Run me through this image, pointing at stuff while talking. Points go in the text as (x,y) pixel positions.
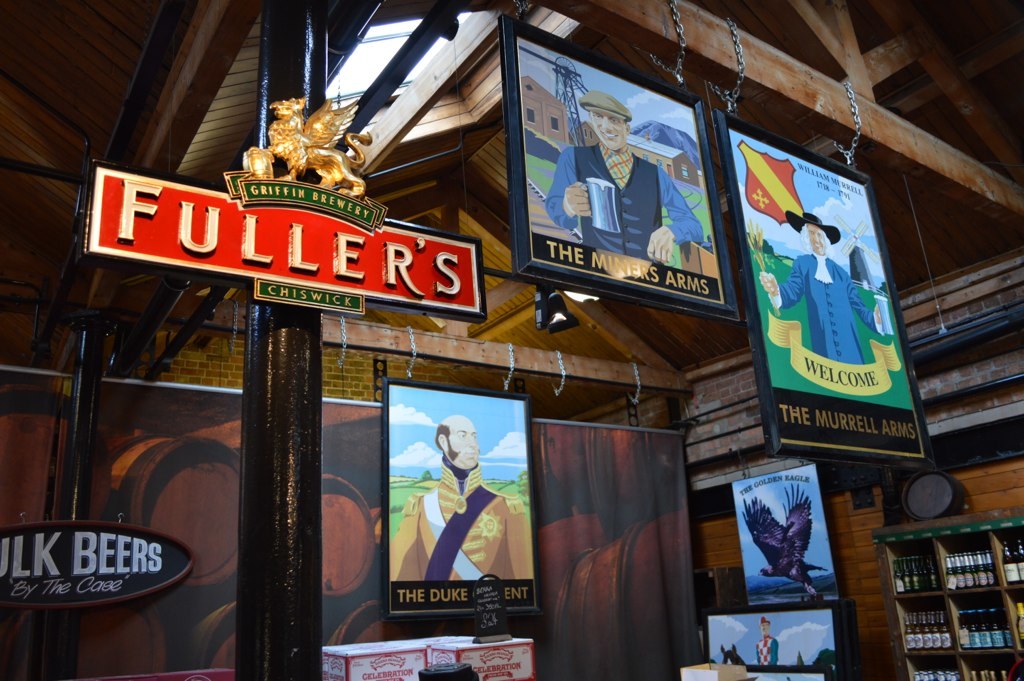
In this image there is a wooden roof (956,144), there are photo frames (712,238) hanged from the roof (724,217), there are bottles (1004,643) on the shelves (978,598) towards the right of the image (961,577), there is a photo frame (790,618) towards the right of the image (779,582), there are lights (569,309), there is a board (299,239) with red color and text (297,244) written on it, towards the left of the image (65,554) there is a board (70,568) attached to the pillar (70,516) with text (91,564) written on it.
